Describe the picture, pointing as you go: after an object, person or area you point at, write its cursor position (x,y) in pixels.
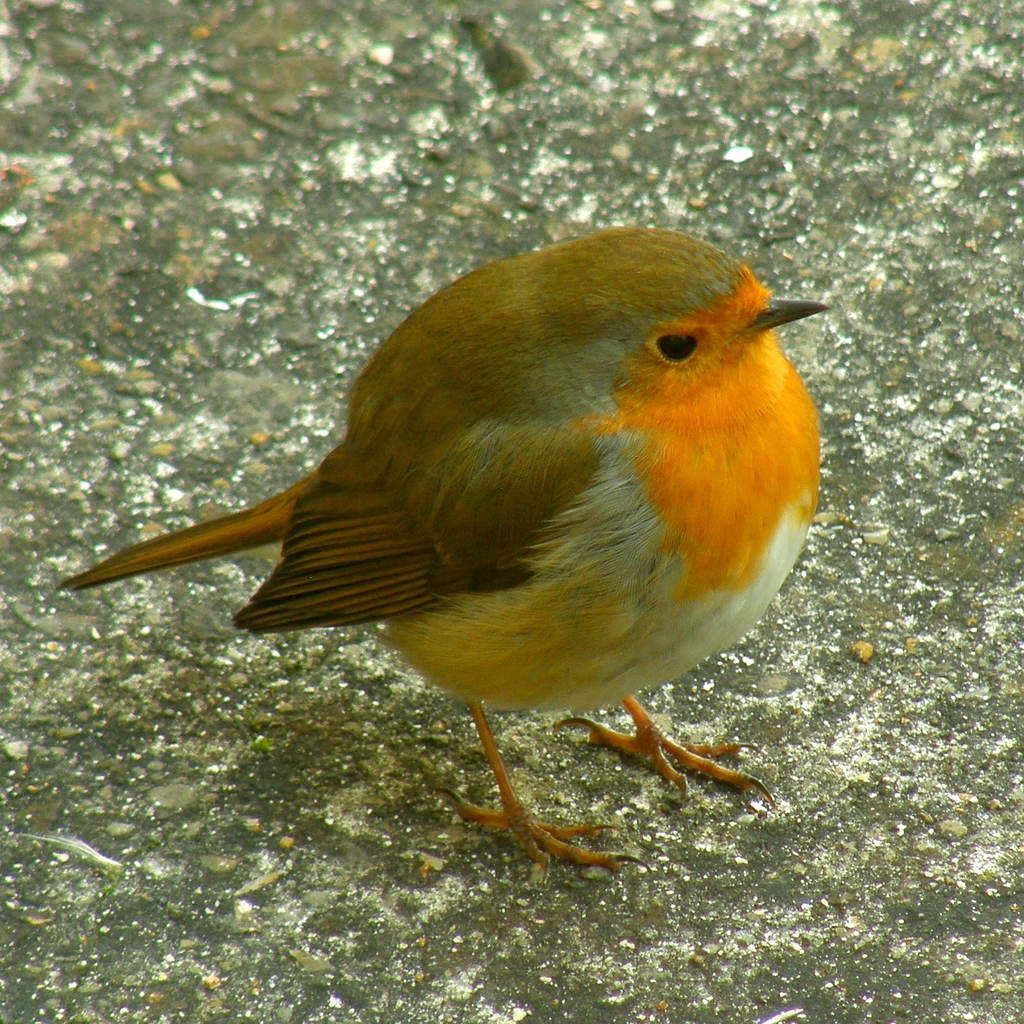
In this image I can see a bird (595,407) which is ash, orange and white in color is standing on the floor (343,754).
